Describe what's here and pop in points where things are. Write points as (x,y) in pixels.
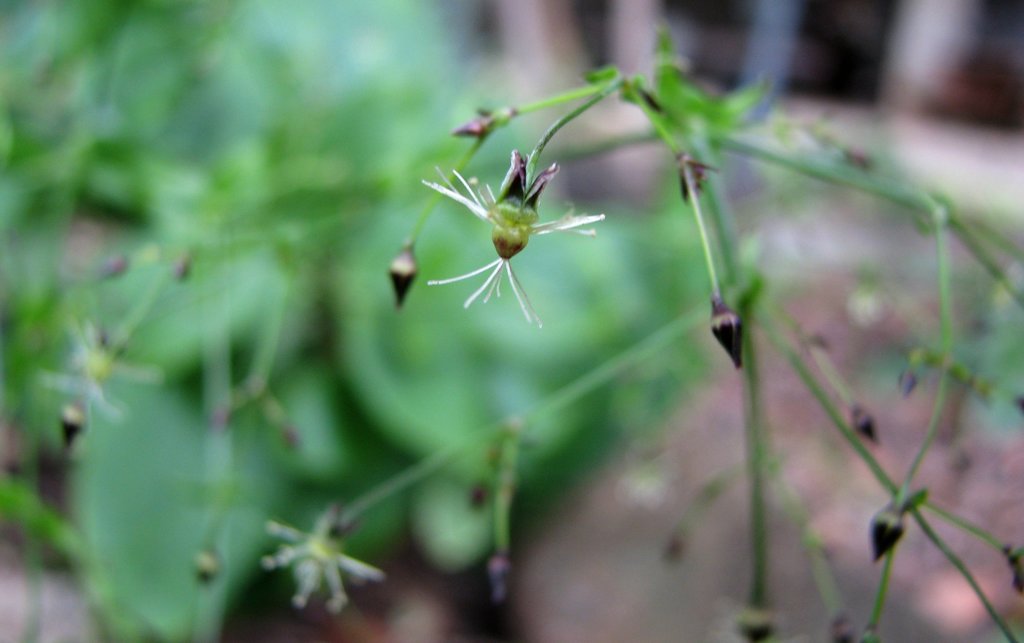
In this image I can see few flowers (517,233). They are in purple and white color. Background (185,223) is in green color.
